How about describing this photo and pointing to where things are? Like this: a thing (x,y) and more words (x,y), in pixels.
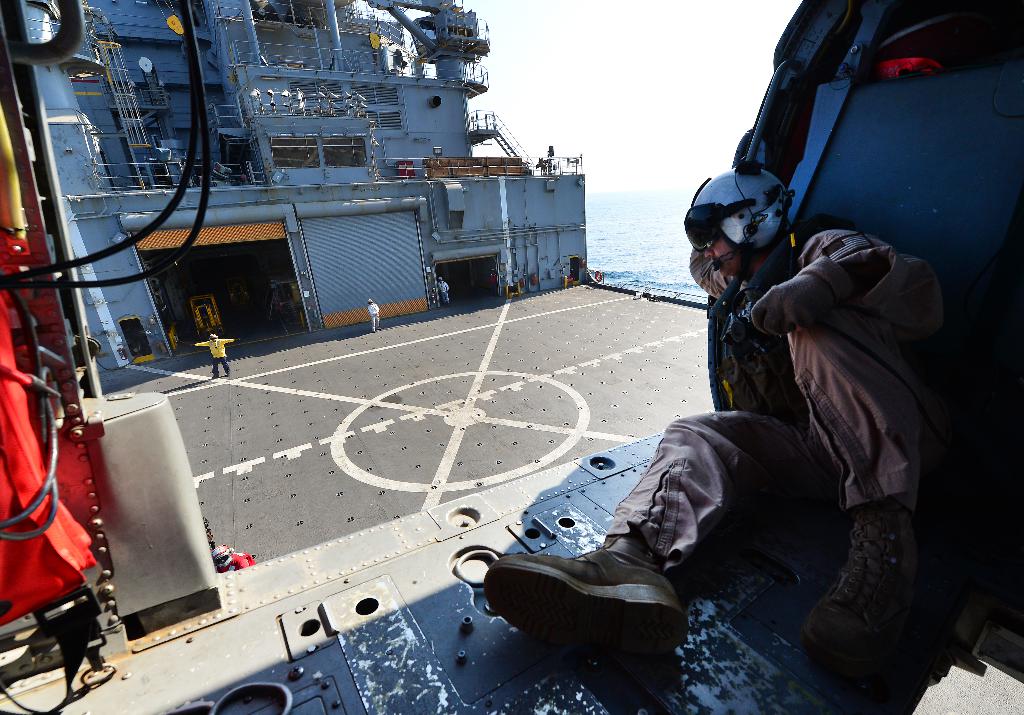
In this image we can see this person (707,519) wearing jacket (898,297), helmet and shoes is sitting here and these people (442,288) are standing here, we can see pipes (66,263) and the ship (506,320) which is floating on the water (633,241). In the background (630,75), we can see the sky (616,116).
